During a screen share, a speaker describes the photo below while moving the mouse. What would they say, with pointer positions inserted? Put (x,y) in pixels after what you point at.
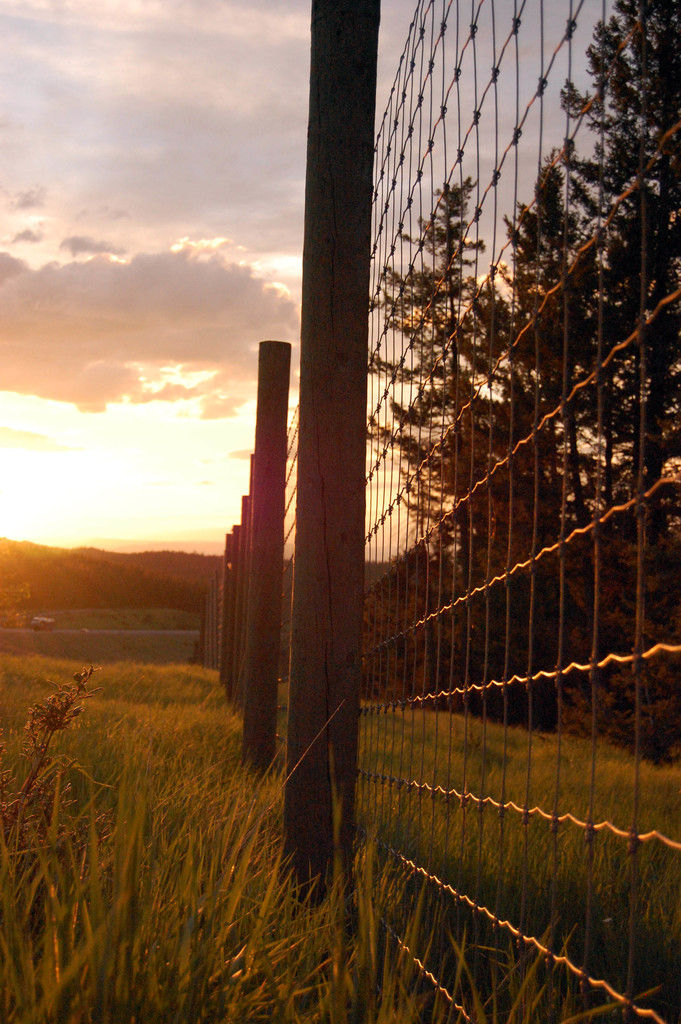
In this image there are crops (202,891) at the bottom (198,905). In between the crops (137,864) there is a fence (296,606). At the top (218,229) there is the sky (200,287). On the right side (558,295) there is a tree (613,317). On the left side (20,489) there is a sun (22,481).
